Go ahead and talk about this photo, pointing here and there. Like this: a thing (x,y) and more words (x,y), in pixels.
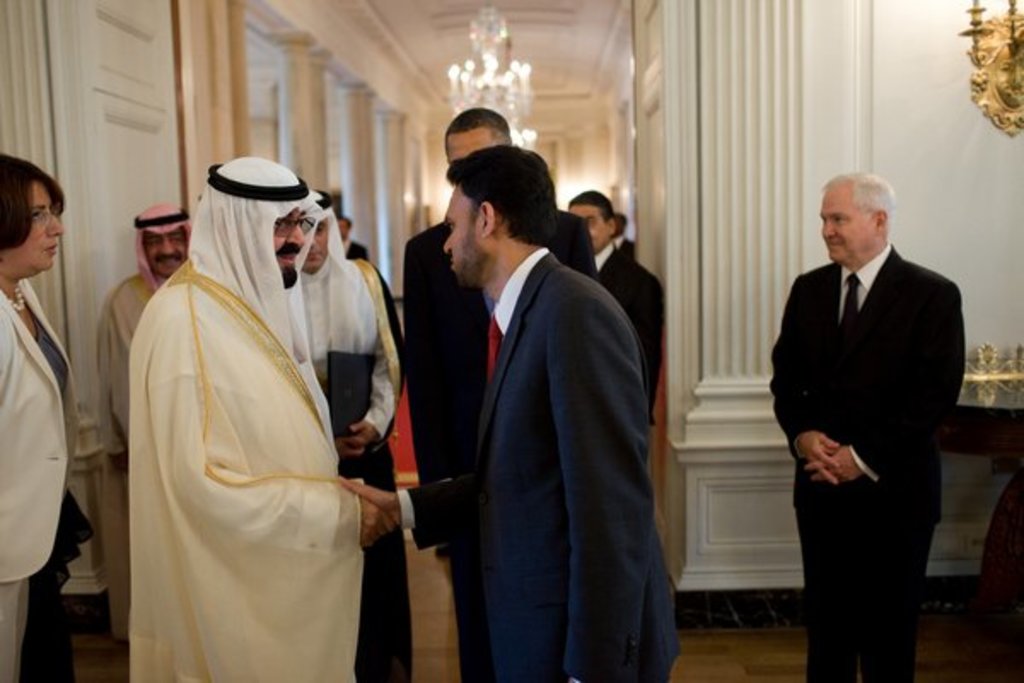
In this image in front (31,406) there are people (445,431) standing on the floor (723,651). On the right side of the image (1019,462) there is a table (953,442) and on top of it there are few objects (969,367). There is a wall (954,170) with sconce (979,99) on it. In the background of the image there is a chandelier (461,73). On the left side of the image (290,151) there are pillars (386,175).
